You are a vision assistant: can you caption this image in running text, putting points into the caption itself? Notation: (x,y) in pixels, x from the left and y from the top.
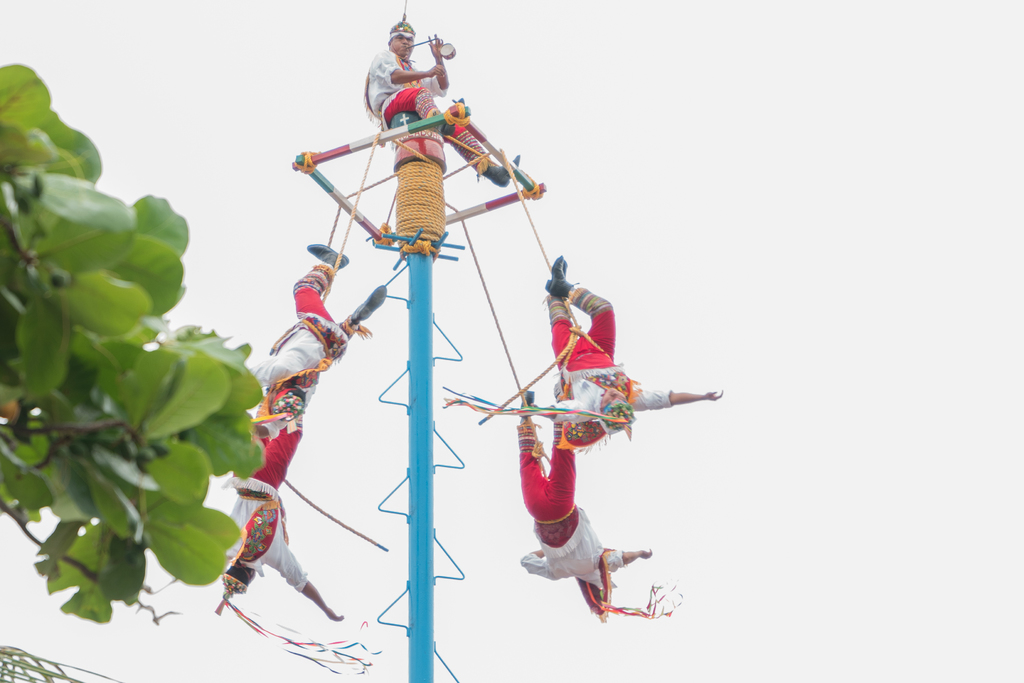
Here is a person (388,103) sitting on the pole (415,481) and playing a musical instrument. I can see four people (584,447) hanging by tying the ropes (453,209). This pole (422,376) is blue in color. These people (302,282) wore fancy dresses (552,338). This looks like a tree (133,408) with leaves (87,410) and branches (89,428).
